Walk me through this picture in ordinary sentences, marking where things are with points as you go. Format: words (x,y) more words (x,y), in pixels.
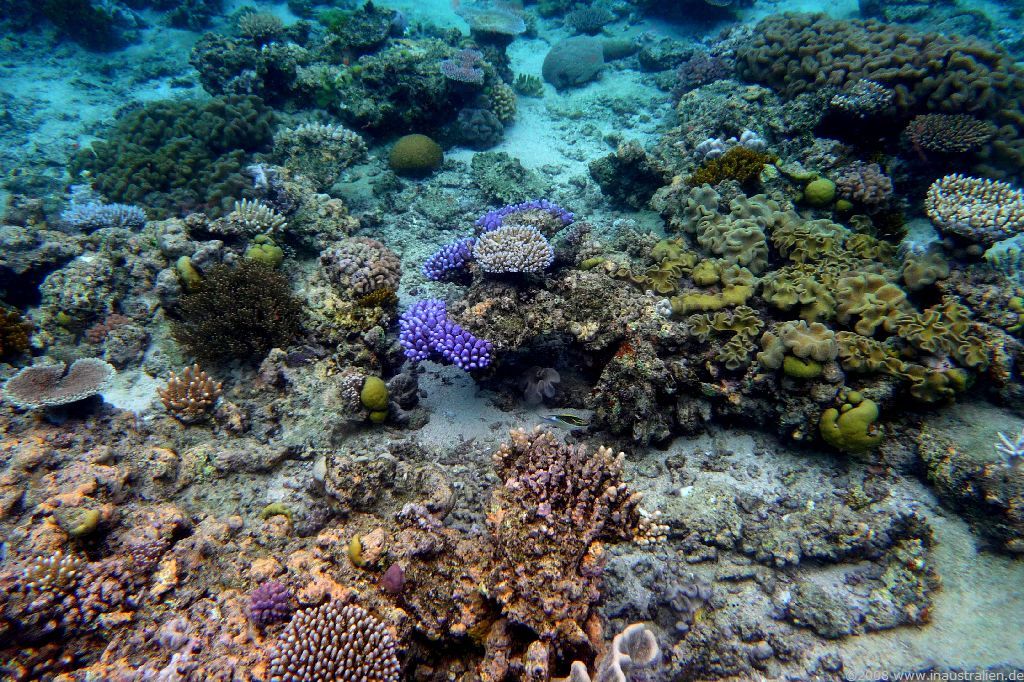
In this image we can see under the water environment (405,454) and corals (494,227) in the ocean (451,438).
